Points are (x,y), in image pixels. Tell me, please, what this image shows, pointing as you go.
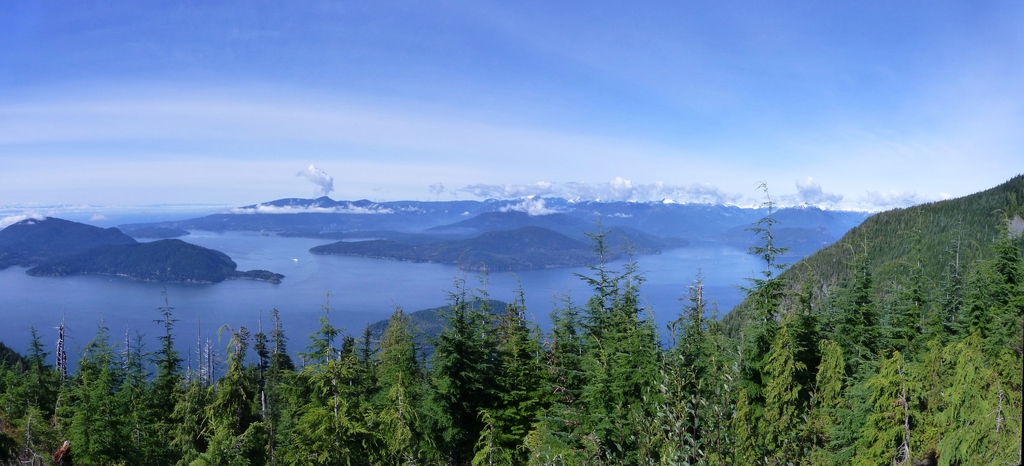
These are trees (613,362), this is water (497,285) and a sky (577,125).
